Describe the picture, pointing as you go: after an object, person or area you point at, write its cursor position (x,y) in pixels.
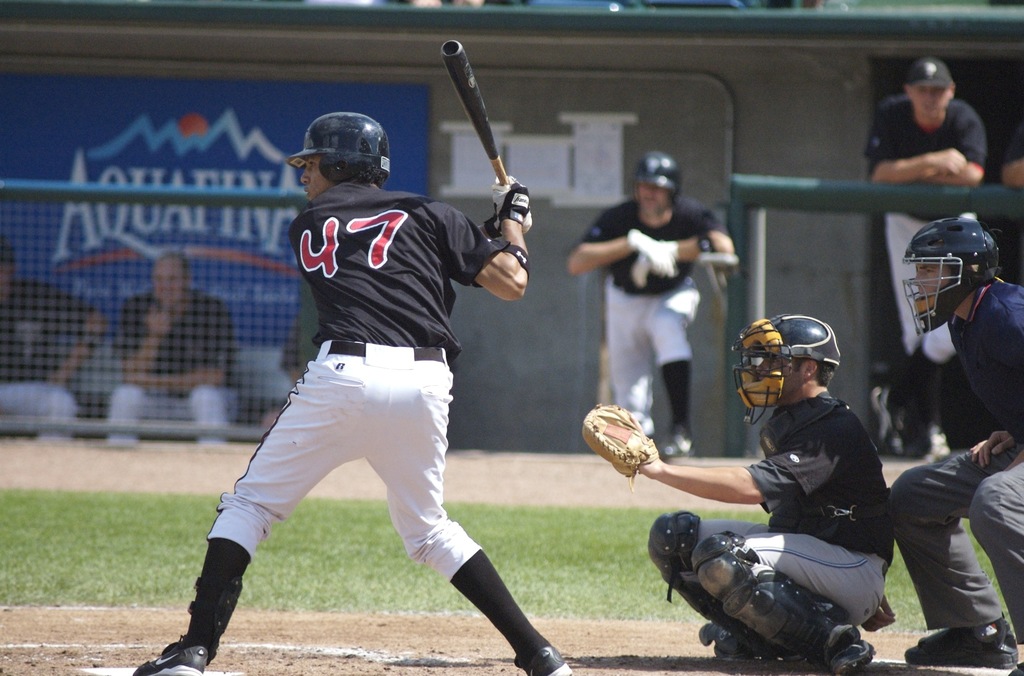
This is a playing ground (112,508). Here I can see few men (983,367) wearing t-shirts (398,293), pants (404,440), helmet (345,167) on the heads (808,373) and playing baseball. The man (351,414) who is standing on the left side (327,378) is holding a bat (473,97) in the hand (509,214) and looking towards the left side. In the background (204,289) there is net (127,219). At the back of it two men (166,371) are sitting. On the right side (938,122), I can see two men (712,231) are standing and looking at the ground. In the background (532,335) there is a wall (640,99).
